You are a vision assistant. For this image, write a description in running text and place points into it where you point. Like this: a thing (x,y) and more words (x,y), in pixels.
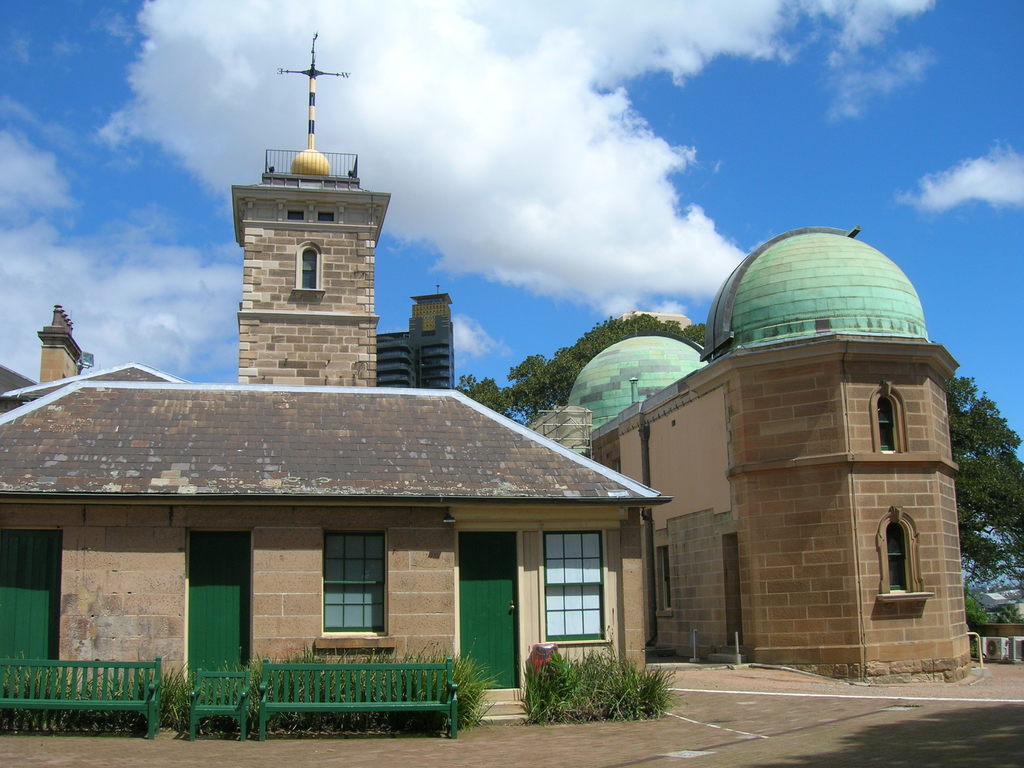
This is an outside view. Here I can see few buildings (375,505). In front of the building (340,521) there are some plants (648,700) and few benches (148,689) are placed on the ground (316,744). In the background (978,452) there are some trees (974,470). At the top (786,118) I can see the sky (779,131) and clouds (471,125).
